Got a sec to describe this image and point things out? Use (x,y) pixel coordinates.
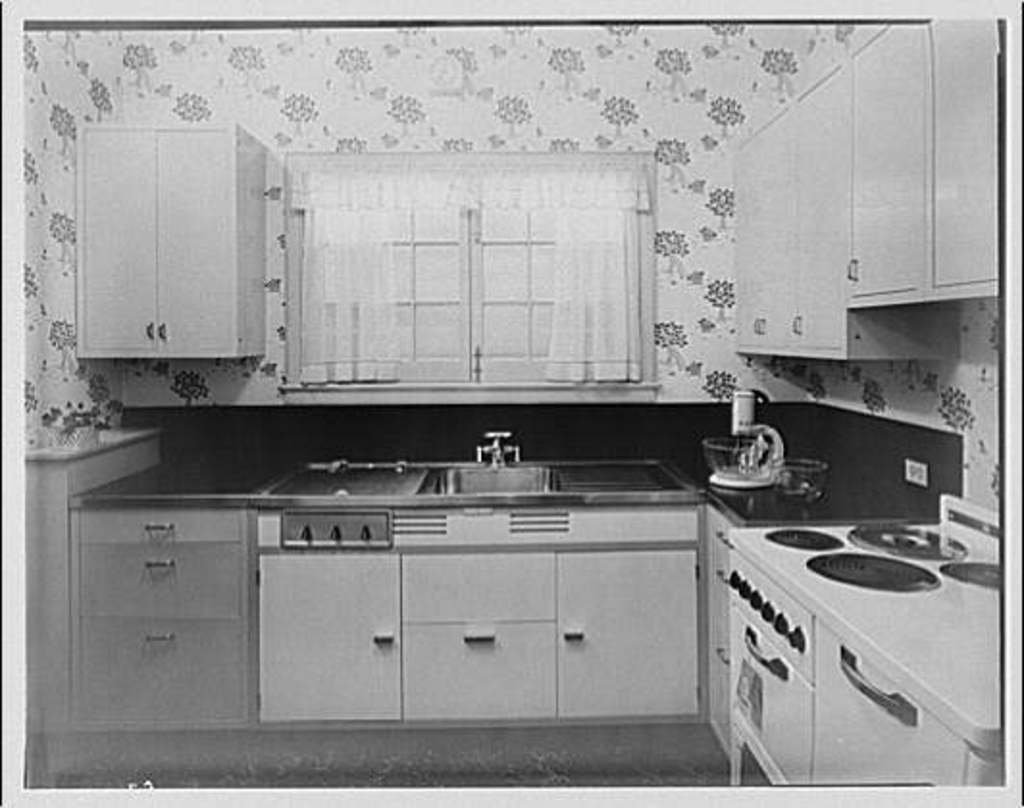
In this image we can see the inside view of the room (912,594) and there are cupboards (472,508) with racks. There is the sink (498,473) and a white color object (747,419). We can see there is the socket (915,472) attached to the wall (524,140). And there are cupboards (204,229) attached to the wall (822,440) and there are curtains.
